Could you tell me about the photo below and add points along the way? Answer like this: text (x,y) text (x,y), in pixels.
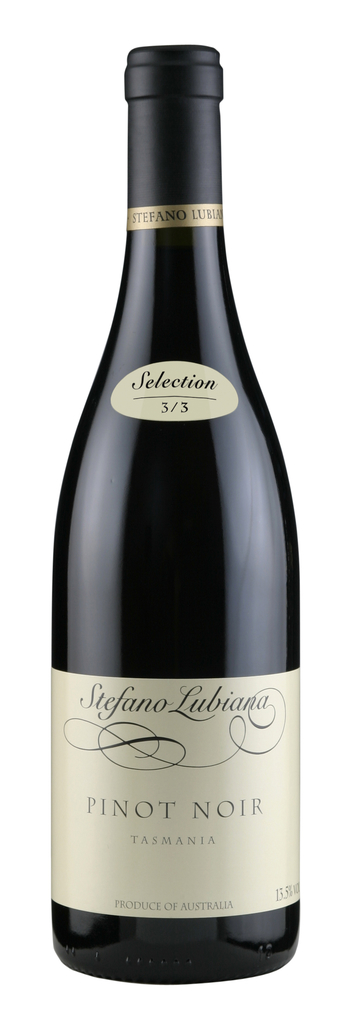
In this image there is a bottle (176,491) with some text (175,695) written on it.
